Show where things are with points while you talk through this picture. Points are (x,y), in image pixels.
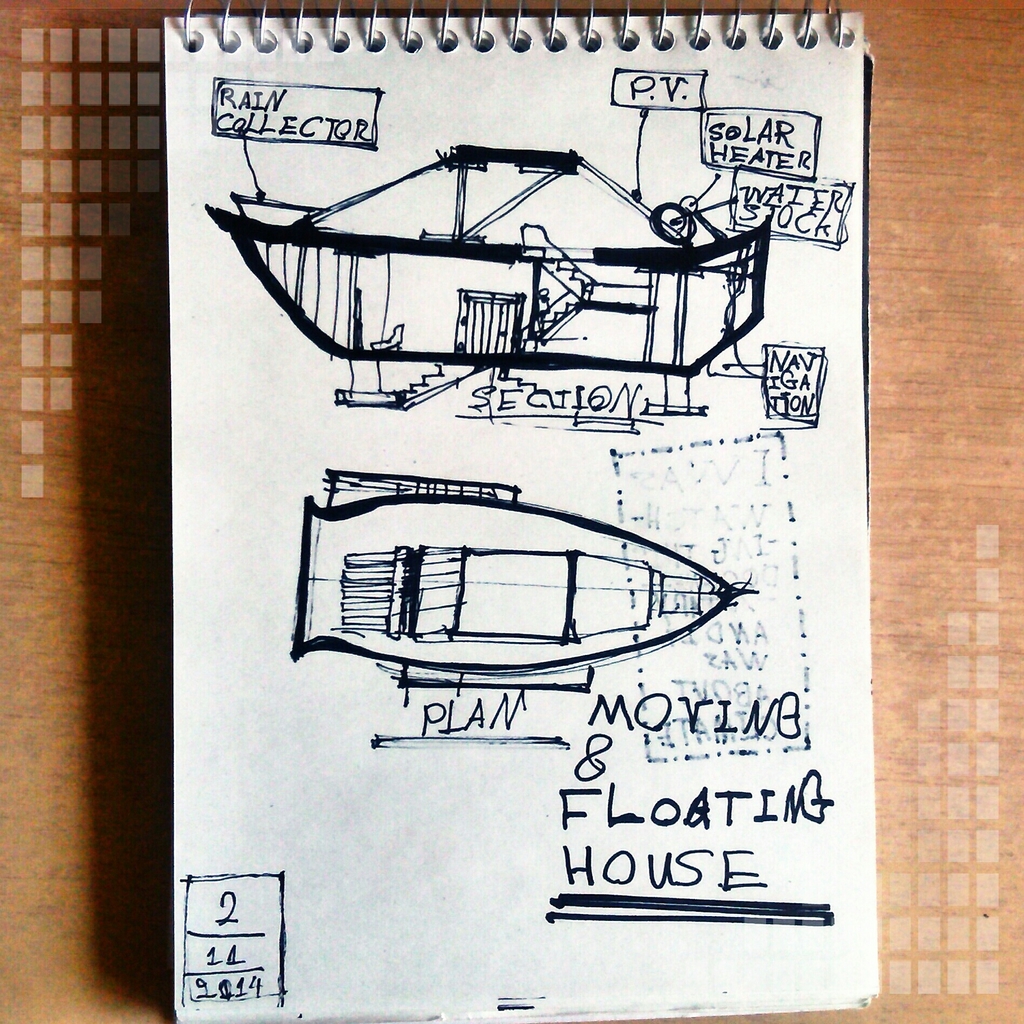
In this picture we can observe a sketch (488,335) of a boat (388,621) on the paper (256,604). We can observe some parts (367,253) of the boat (697,247) on the paper (285,99). This book (250,513) was placed on the brown color surface (101,547).
